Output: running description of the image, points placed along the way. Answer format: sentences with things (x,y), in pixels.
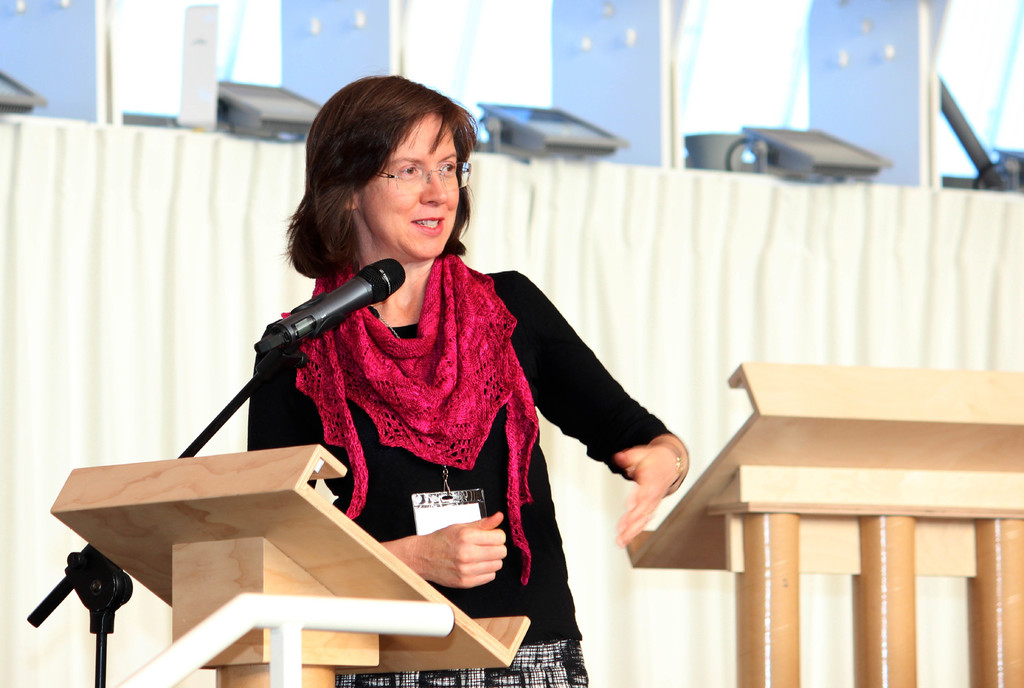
In this image we can see a person (476,474) standing and talking and in front of her there is a podium (235,556) with mic (343,308) and to the side we can see another podium (863,563) and in the background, we can see some lights (959,119).
